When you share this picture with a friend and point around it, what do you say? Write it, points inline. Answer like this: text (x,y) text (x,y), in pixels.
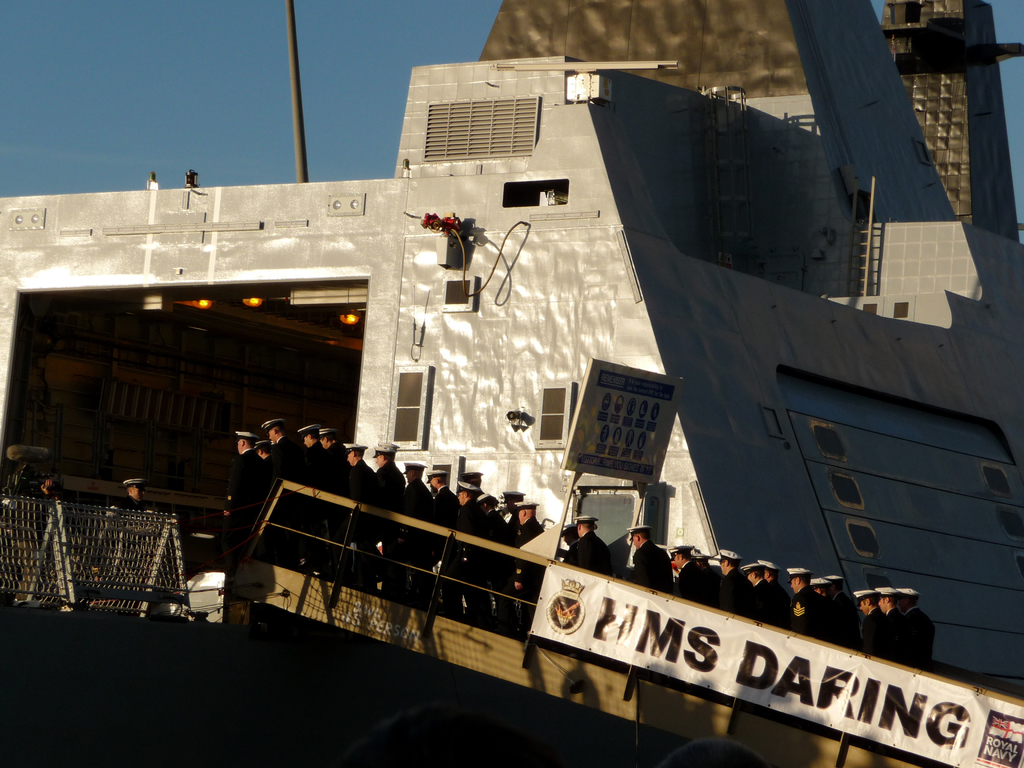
In the image there is a ship (548,281) and there are a group of navy officers (461,573) standing in a row in the front (462,545). They are wearing black dress (311,473) and white hats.
